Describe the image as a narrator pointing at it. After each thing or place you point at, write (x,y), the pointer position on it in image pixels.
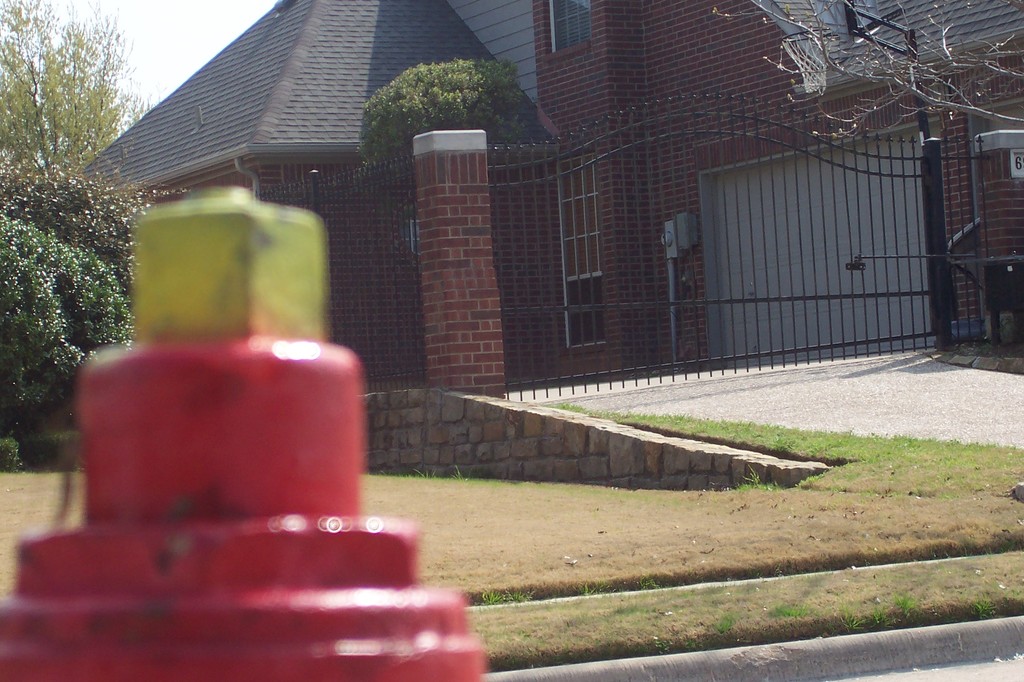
In the foreground of this image (238,511), on the left (234,523) it seems like fire hydrant part (166,514). In the background (636,268), there is gate (515,264), buildings (704,102), trees (57,135), ramp (872,366), grass (628,530) and the sky (195,33).
